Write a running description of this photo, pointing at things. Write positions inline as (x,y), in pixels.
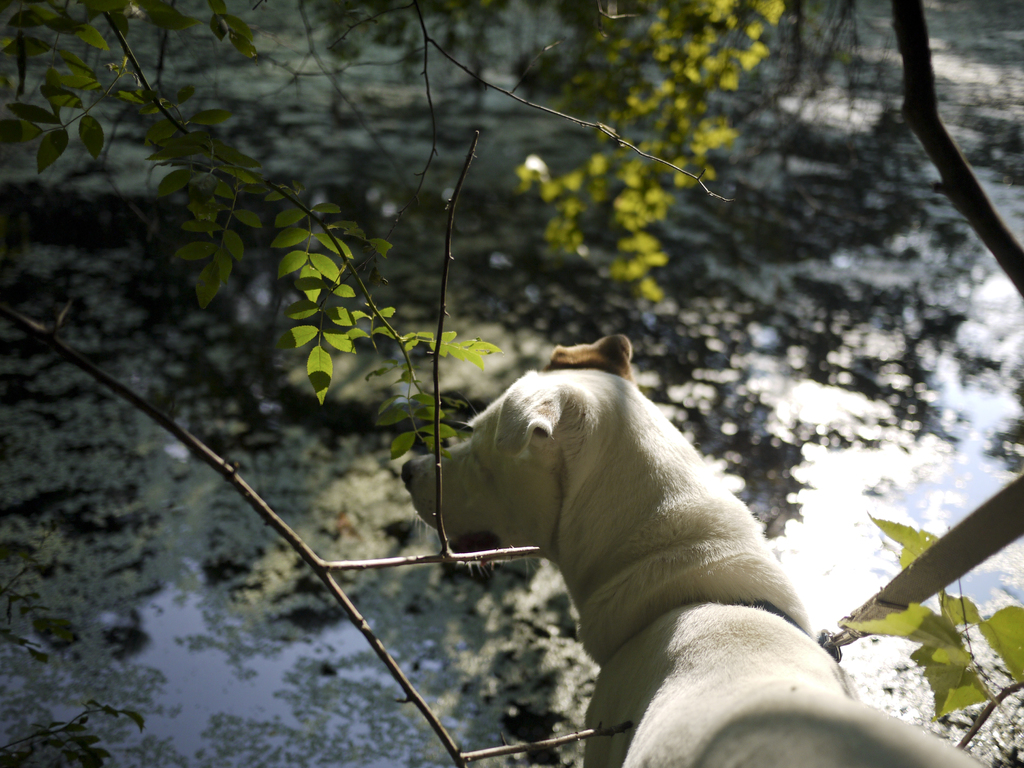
In this image there is an animal (588,533) looking at something, in front of the animal (433,523) there are trees (333,242) and water (348,188).
